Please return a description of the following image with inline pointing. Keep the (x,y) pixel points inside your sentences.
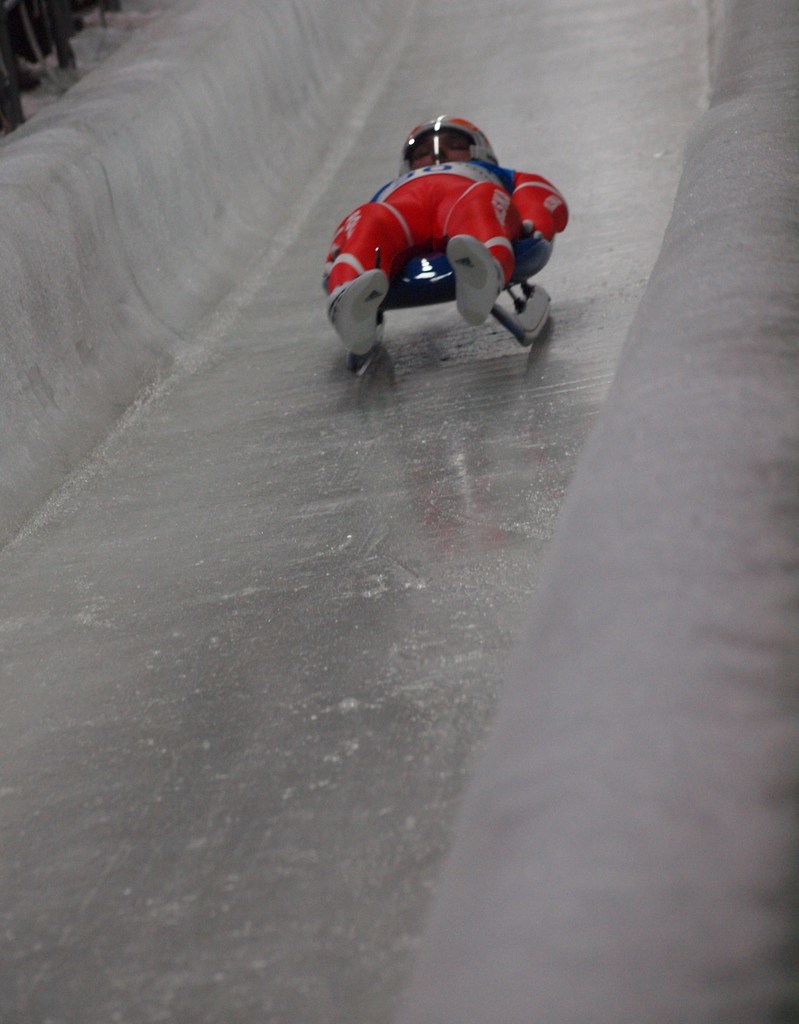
In the center of this picture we can see a person (422,205) wearing helmet (450,143) and riding a luge (423,269). In the background (111,10) we can see some other objects (30,26).
